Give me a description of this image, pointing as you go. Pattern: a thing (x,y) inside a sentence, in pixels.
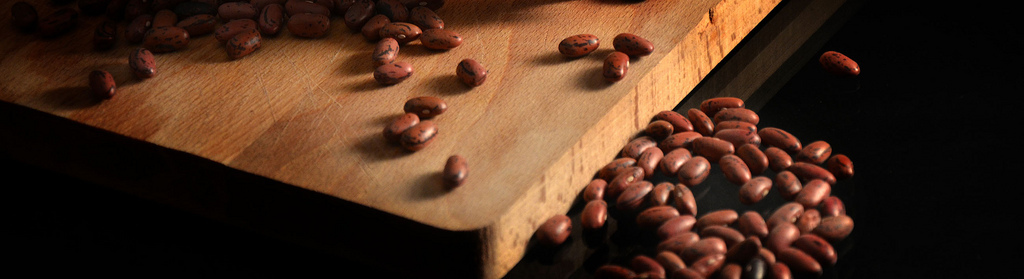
In the picture we can see a wooden plank (433,213) on it we can see some beans (461,170) which are brown in color and beside it also we can see some beans (638,197) on the floor (728,206).
